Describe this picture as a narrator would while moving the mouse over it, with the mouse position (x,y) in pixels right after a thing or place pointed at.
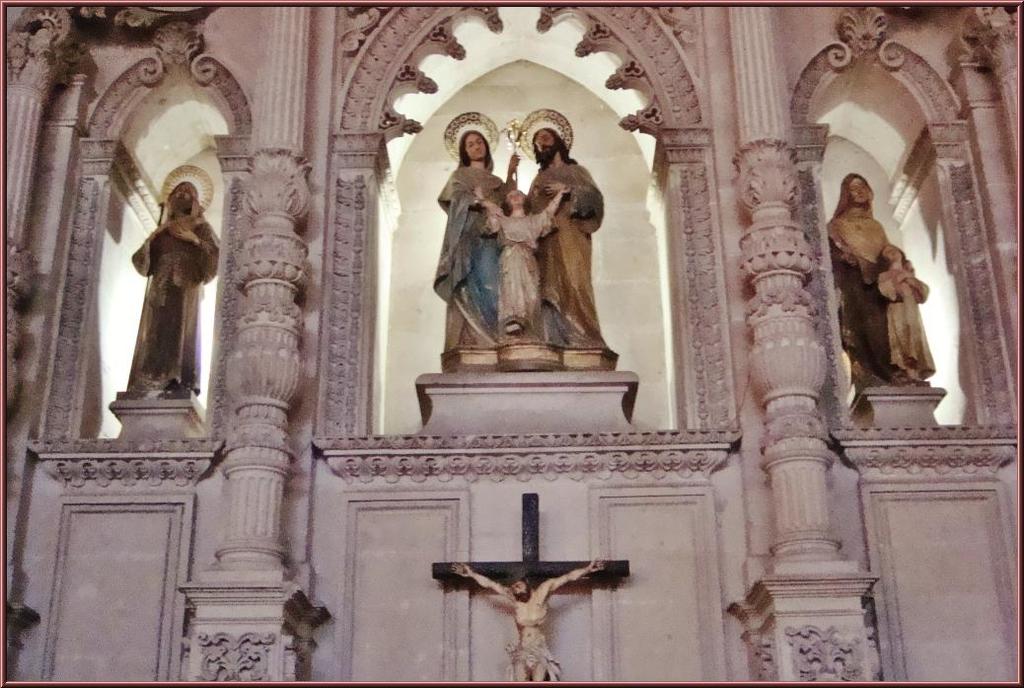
At the bottom (538,611) we can see the statue (534,645) of a person (538,627) on a cross symbol (526,594) at the wall (633,630). At the top (285,79) there are statues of few persons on the platforms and we can see the pillars (228,257) at the wall (123,634).
